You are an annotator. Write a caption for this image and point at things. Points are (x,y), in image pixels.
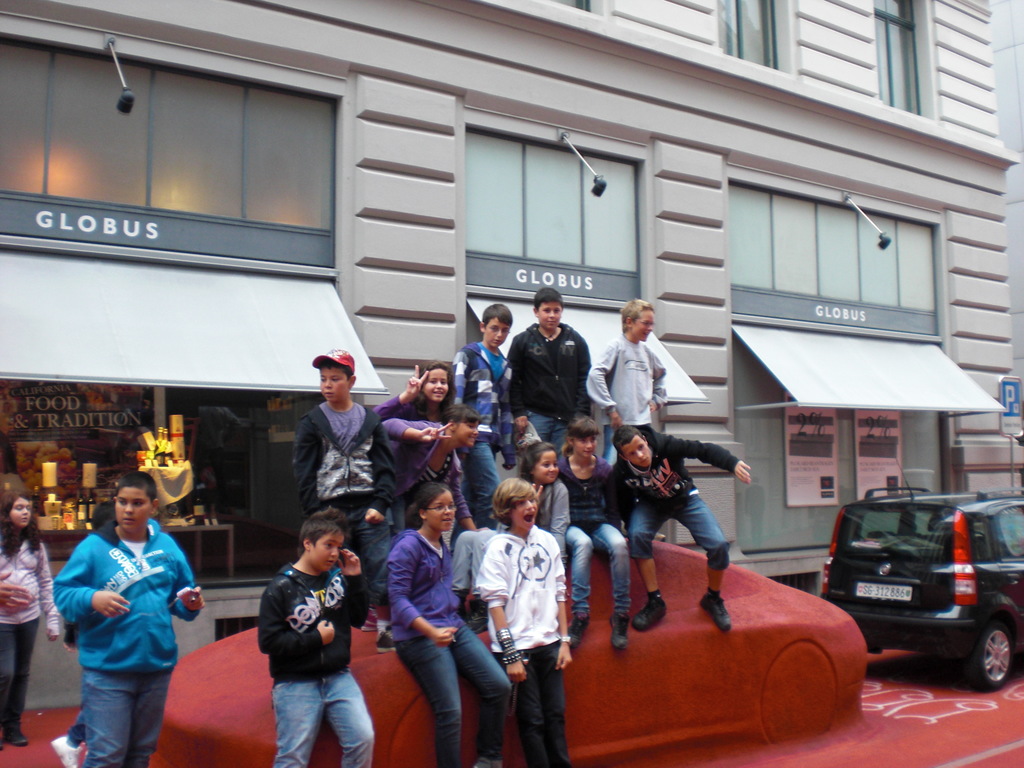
There are people (471,544) in the center of the image (453,474) and some are on the model of a car (603,613), there is another car (874,599) on the right side (1009,570), there are stalls (159,485), windows (629,186), it seems like cameras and posters (831,412) in the background (831,412).
